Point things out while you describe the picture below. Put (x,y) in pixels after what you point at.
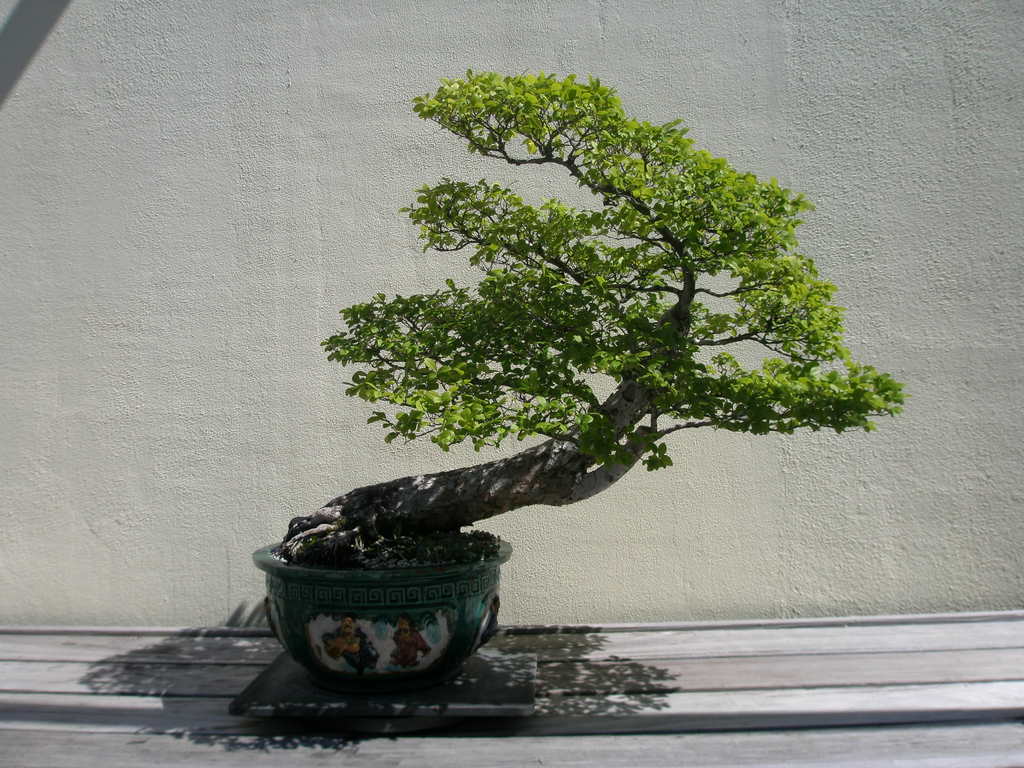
In this image we can see a houseplant (483,480) which is on a surface (482,664). Behind the house plant (647,262) we can see a wall (606,31).
